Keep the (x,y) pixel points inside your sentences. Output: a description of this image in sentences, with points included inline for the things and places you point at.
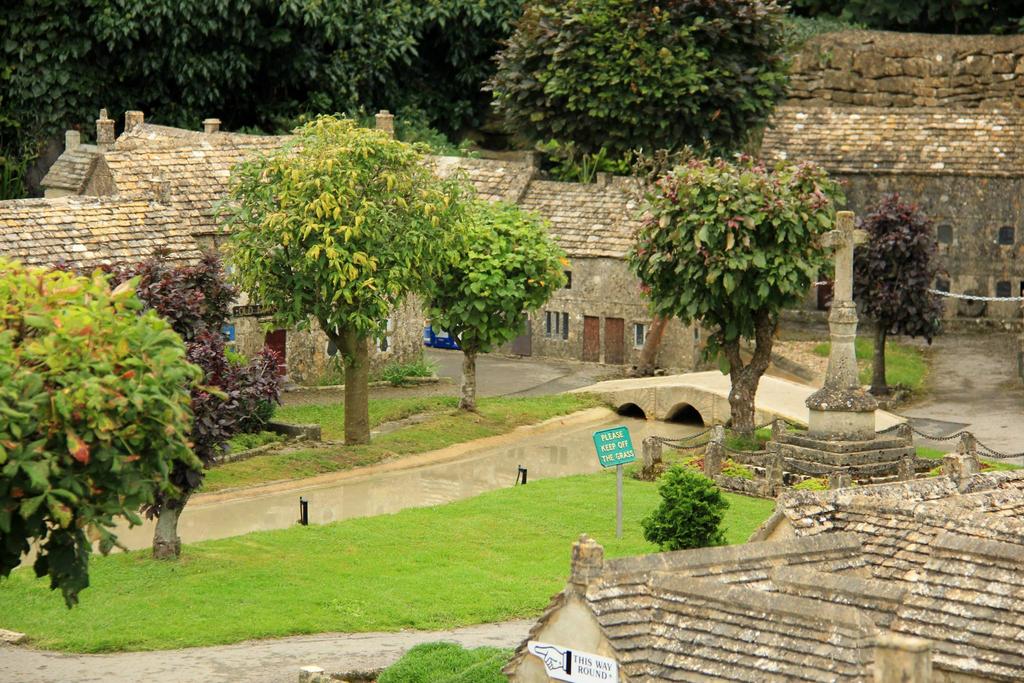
In the picture there are many trees (265,375) and grass (343,525), behind the trees (91,285) there are few houses (563,231) and behind the houses (623,221) there is a thicket (489,59).
